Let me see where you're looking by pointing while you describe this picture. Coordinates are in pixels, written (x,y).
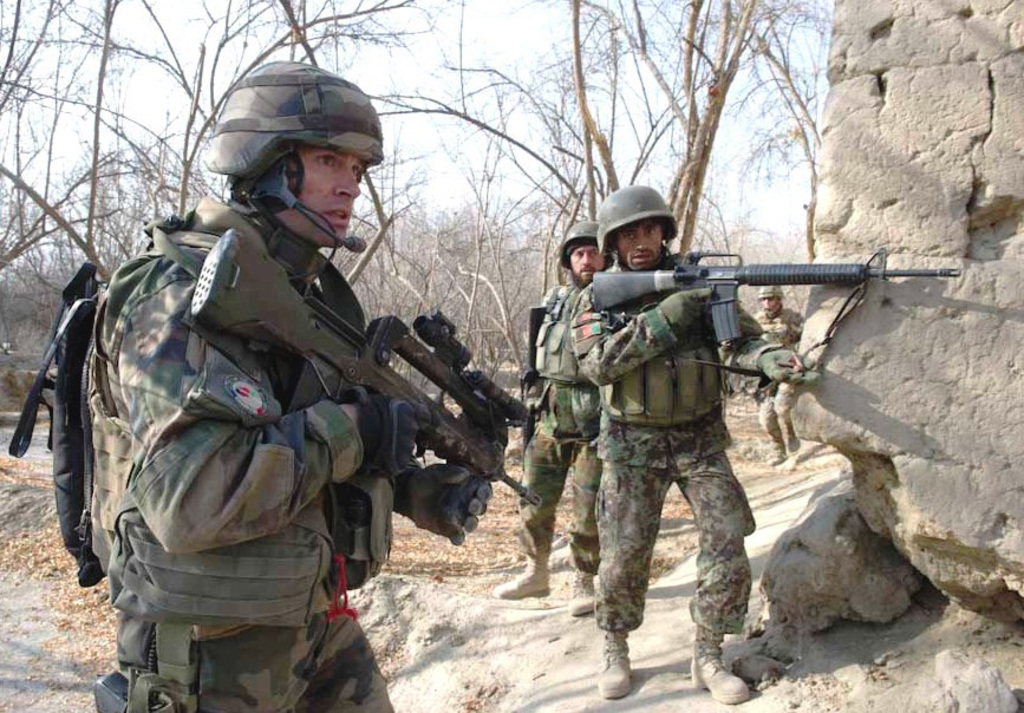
In this image we can see men (591,554) standing on the ground (415,572) and some of them are holding guns (721,291) in their hands (668,309). In the background (45,165) there are shredded leaves (503,554), trees (449,234), rocks (808,550) and sky (492,118).
